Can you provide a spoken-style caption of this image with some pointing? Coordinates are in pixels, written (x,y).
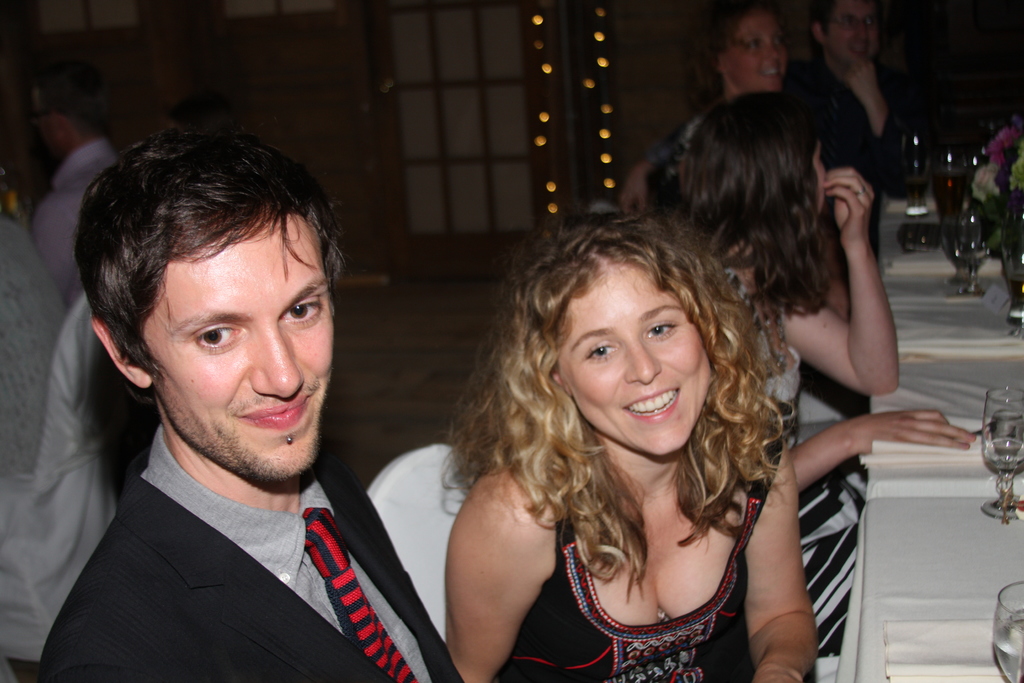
In the image we can see there are people (810,263) sitting wearing clothes (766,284) and they are smiling. Here we can see chairs (421,510) and table (895,589), on the table (918,599), we can see tissue paper (906,625) and a wine glass (986,438). Here we can see the floor (468,363), small lights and the wall (284,109).
